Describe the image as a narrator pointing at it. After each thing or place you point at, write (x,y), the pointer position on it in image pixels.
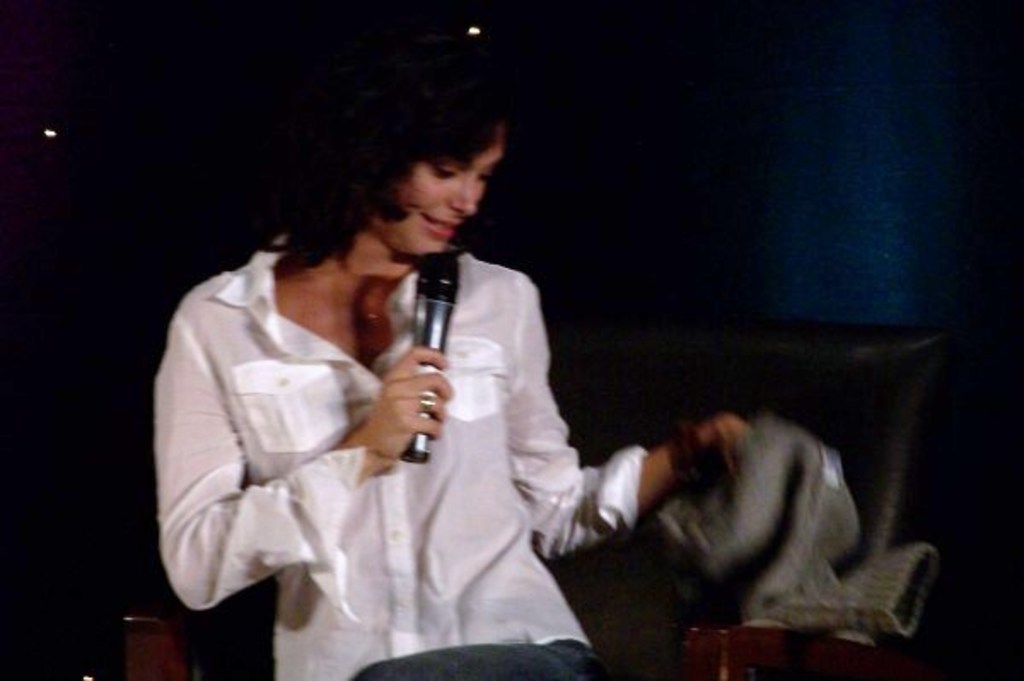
In this image, a woman (561,654) is sitting and talking in mike (432,312). The background (803,235) is dark in color. This image is taken on the stage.
